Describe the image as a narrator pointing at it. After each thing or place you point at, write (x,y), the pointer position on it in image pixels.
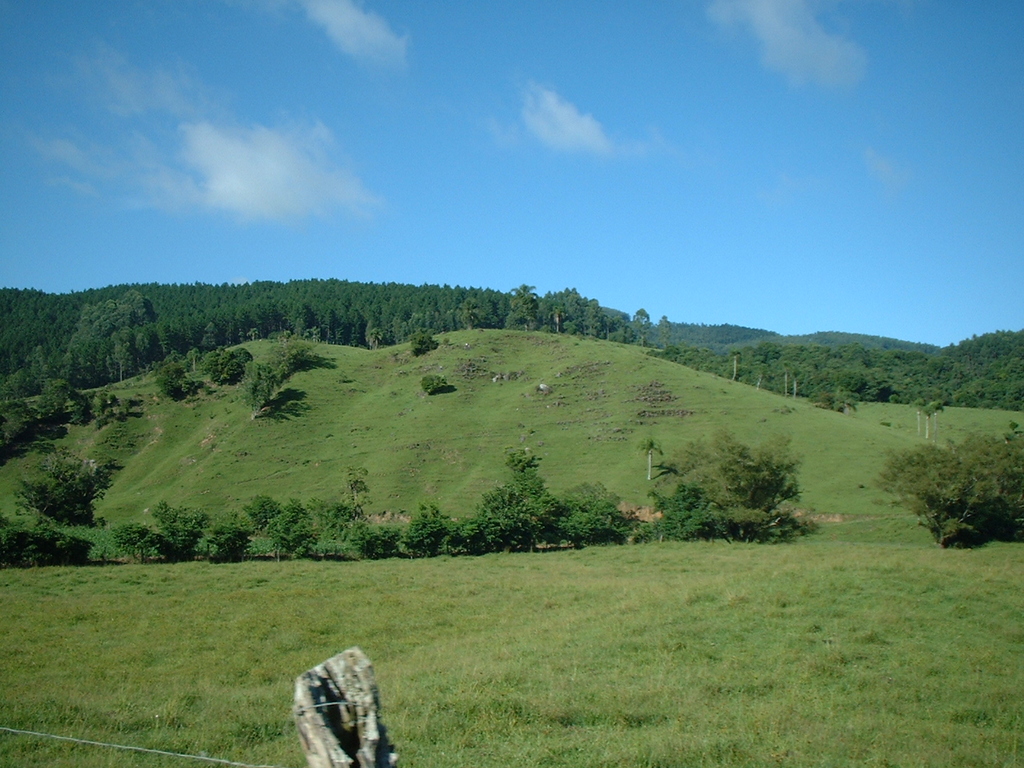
In the picture I can see the natural scenery of green grass (769,437) and trees (775,451). I can see the metal wire fence (180,757) on the bottom left side of the picture (146,747). There are clouds (610,149) in the sky (622,148).
